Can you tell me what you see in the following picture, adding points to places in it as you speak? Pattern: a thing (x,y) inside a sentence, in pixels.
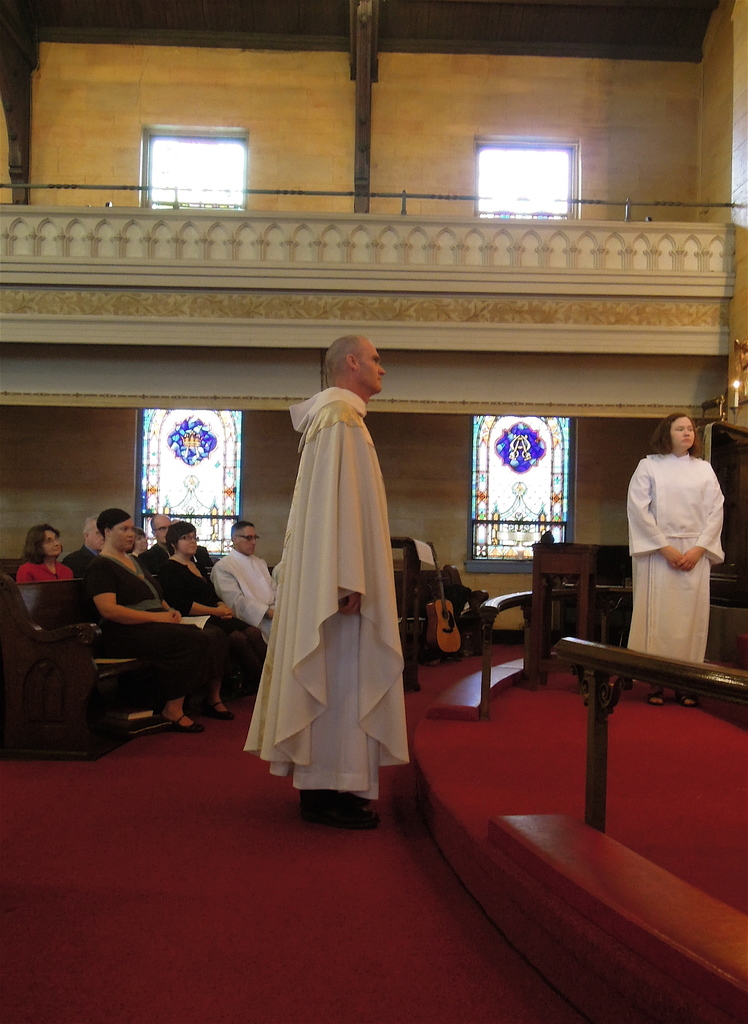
At the bottom (177,861), we see a carpet (352,954) in red color. On the right side (599,698), we see a railing (612,691). Behind that, we see a woman (682,439) in the white dress (718,556) is standing. Behind her, we see the wooden railing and a candle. In the middle (342,675), we see a man (379,594) in the white dress (337,695) is standing. On the left side (172,577), we see the people (167,540) are sitting on the benches (66,643). In the background (435,610), we see the musical instruments (446,618). Behind that, we see a wall (412,454) and the windows (559,467). At the top (252,242), we see the railing (282,258), windows (215,183) and a wall (410,178). This picture might be clicked in the church (510,351).
